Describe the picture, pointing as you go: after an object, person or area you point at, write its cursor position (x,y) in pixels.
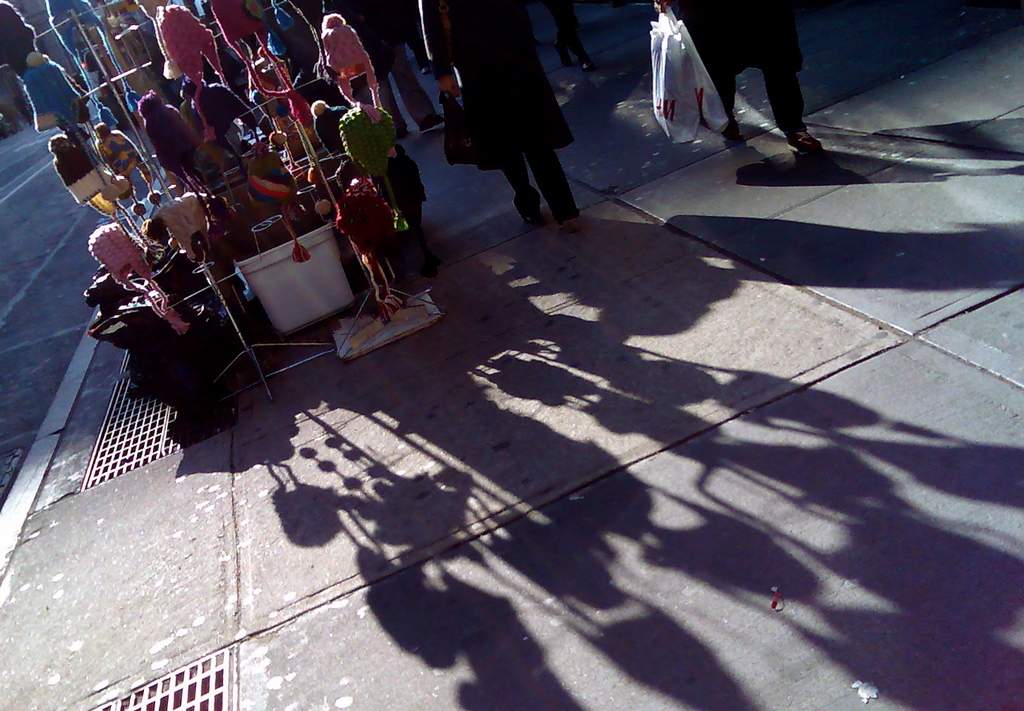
In the image there is a monkey cap stall (236,182) and beside the stall (332,111) some people (535,70) are walking on the footpath (646,169) and the shadow (563,490) of the stalls (367,166) and the people (544,119) are being reflected on the ground (742,513).
